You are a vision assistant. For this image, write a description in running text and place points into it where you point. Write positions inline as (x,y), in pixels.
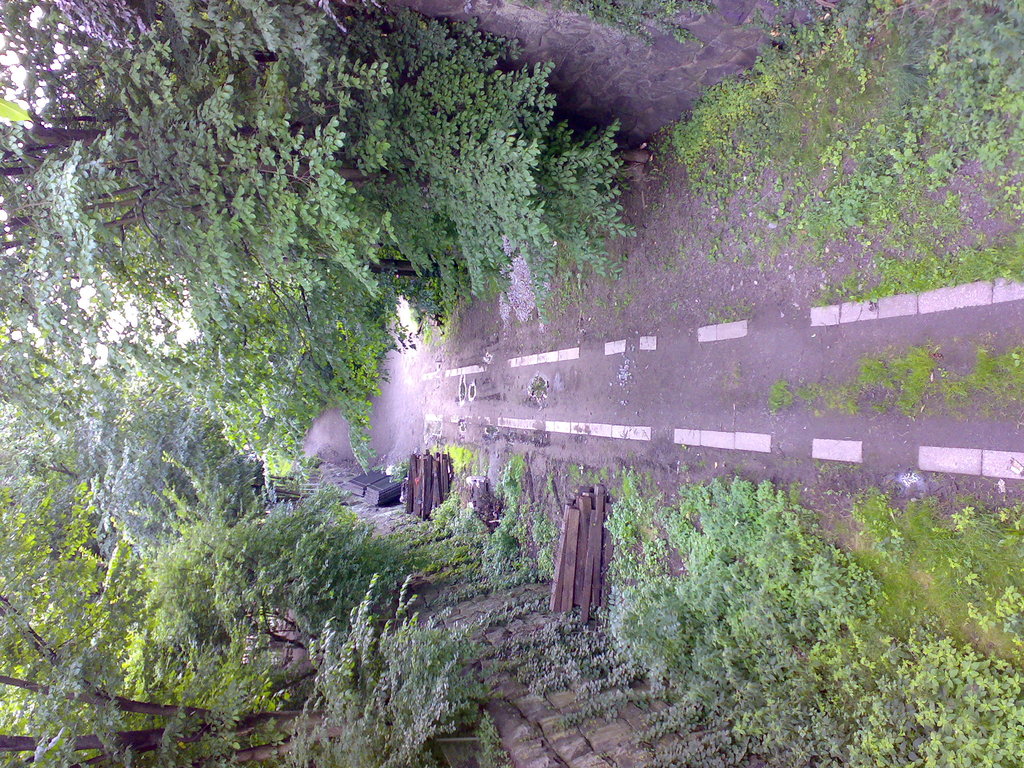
It is a tilted image, there is a road (494,381) and on the either side of the road (947,433) there are walls (496,631) and behind the walls (579,39) there are plenty of trees (277,130). The road (615,314) is also partially covered with grass (902,612).
